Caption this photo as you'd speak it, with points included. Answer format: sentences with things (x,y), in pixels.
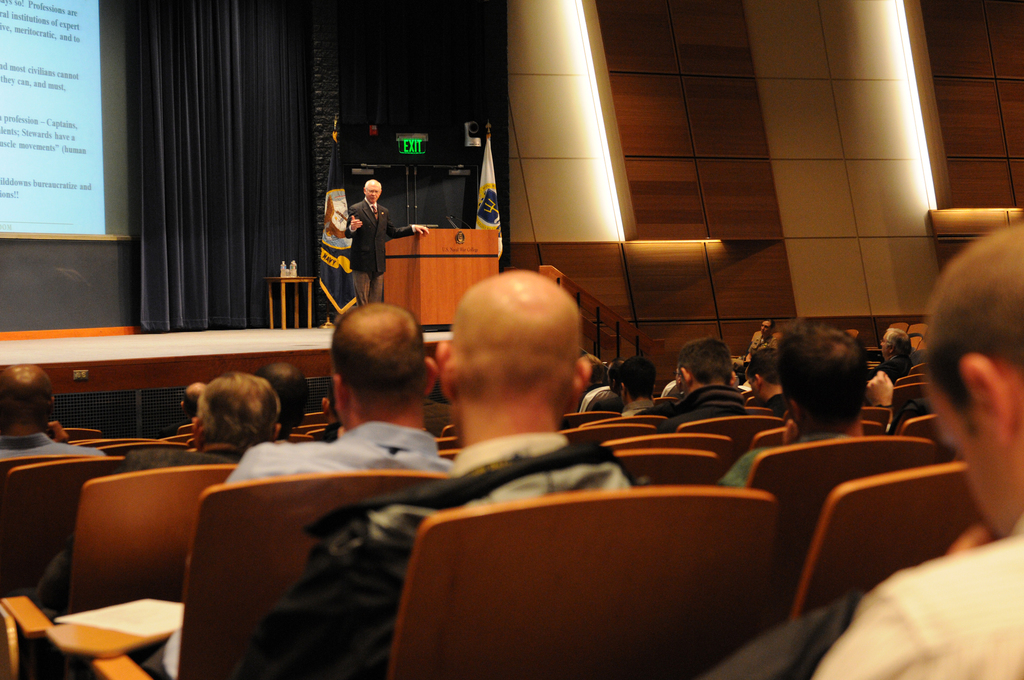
In the image we can see there are people (57,431) who are sitting on the chairs (539,650) in front of them there is a stage (89,345) on which a man (366,241) is standing and beside him there is a podium (451,274) and back of the man (352,236) there is a big black curtain (211,136) and beside the curtain (202,121) there is a projector screen (56,152).
